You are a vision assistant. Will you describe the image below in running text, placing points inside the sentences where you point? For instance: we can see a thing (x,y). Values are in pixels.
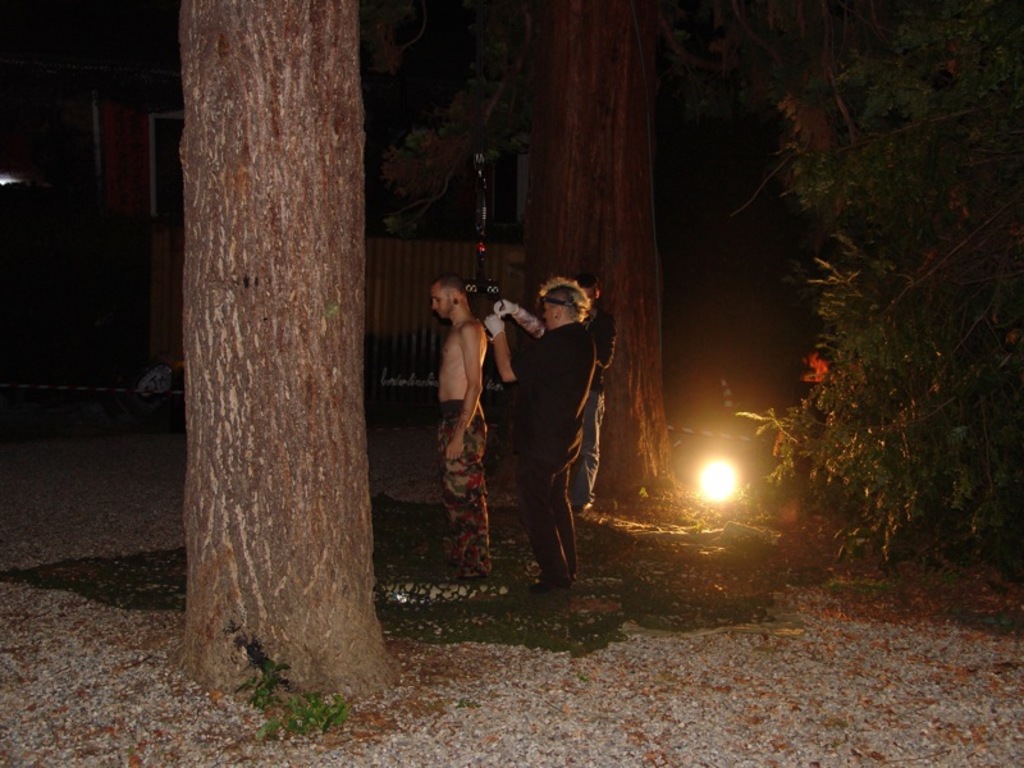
In this image we can see a group of people (505,353) are standing on the ground (680,492), here is the light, here are the trees (624,260).
